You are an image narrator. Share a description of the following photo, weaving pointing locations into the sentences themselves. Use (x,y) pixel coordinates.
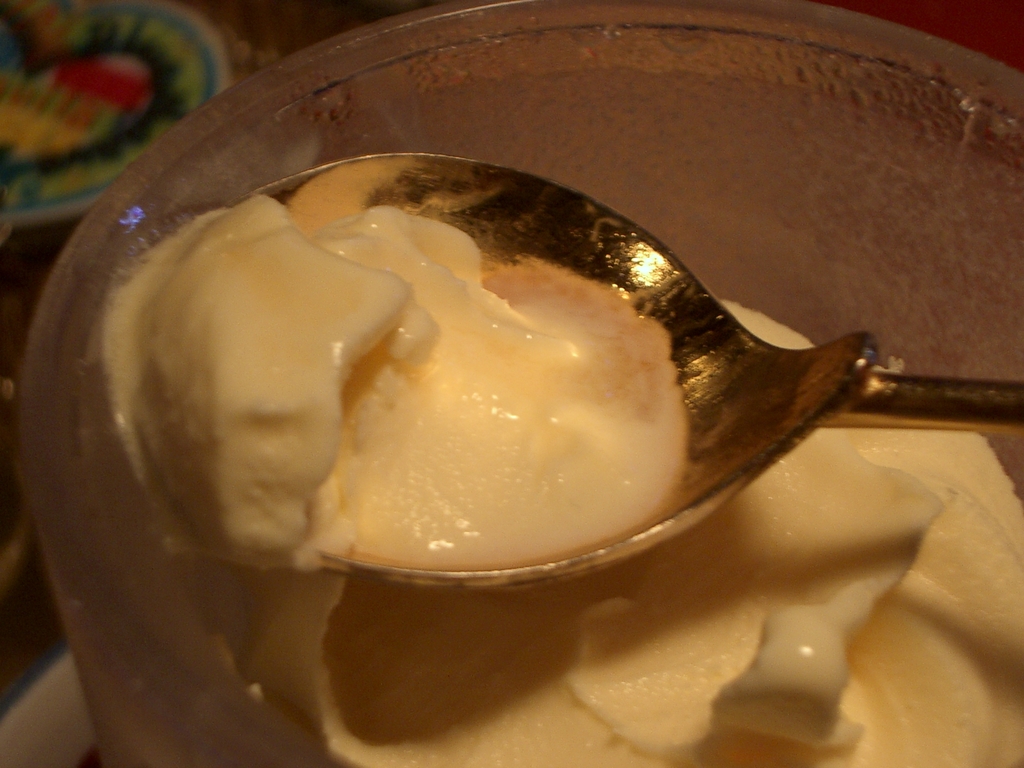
In this image we can see cream (453,594) on a spoon (442,577) and in a bowl (123,646) placed on the surface (963,20).
